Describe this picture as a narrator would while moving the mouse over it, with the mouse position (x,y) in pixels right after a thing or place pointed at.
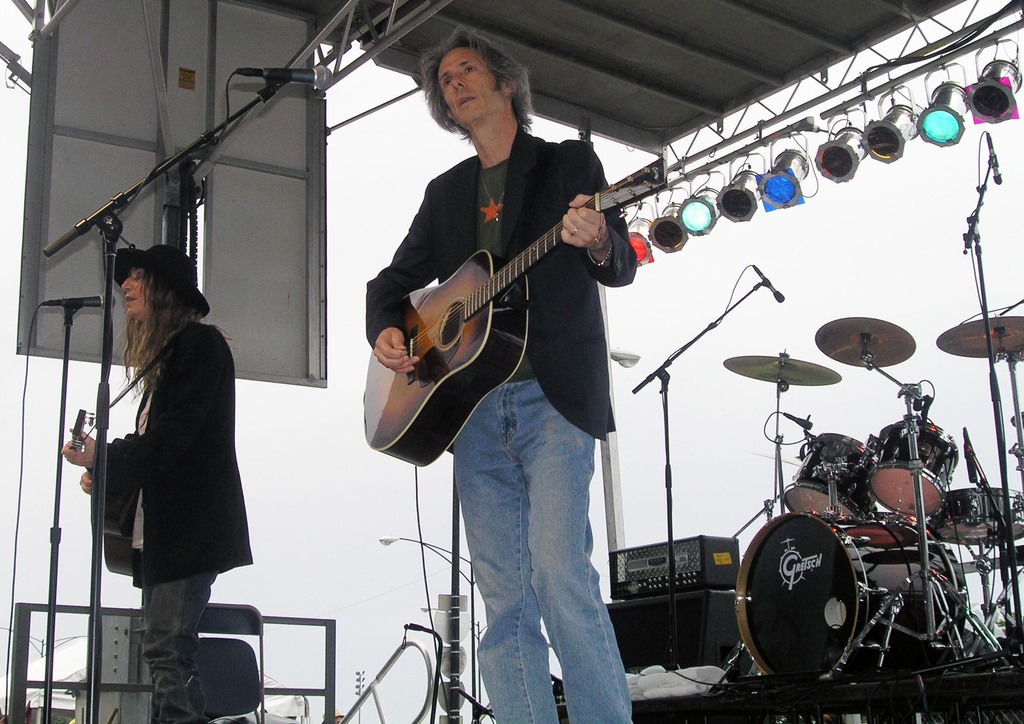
In this image I can see two men (160,715) and both of them are holding guitar (637,196) in their hands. Here I can see a mic (279,72) and a drum set (969,508). In the background (1002,88) I can see number of lights (801,176).
